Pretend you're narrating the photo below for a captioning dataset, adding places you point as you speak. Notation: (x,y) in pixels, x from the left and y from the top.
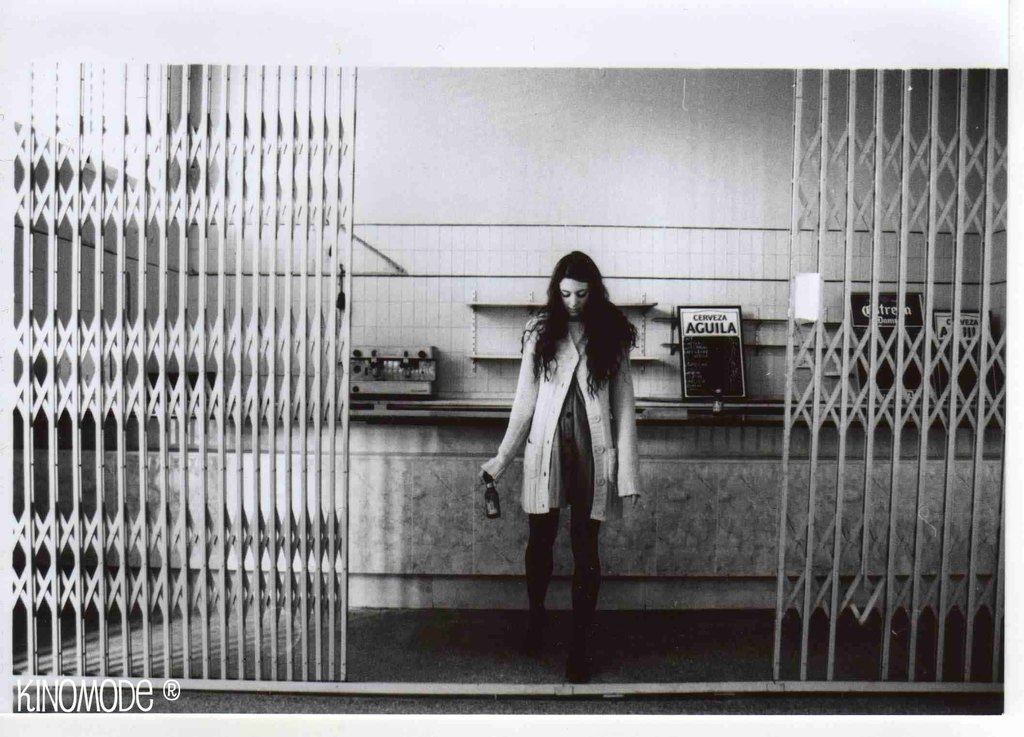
In this image there is a grill (221,606), in the background (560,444) there is a woman (582,474) standing on a floor (378,654) and holding a bottle (499,503) in her hand (500,463), in the background (734,194) there is a wall (763,310) for that wall (769,361) there are some boards (721,389) and objects (380,384), in the bottom left (40,697) there is some text (87,679).
